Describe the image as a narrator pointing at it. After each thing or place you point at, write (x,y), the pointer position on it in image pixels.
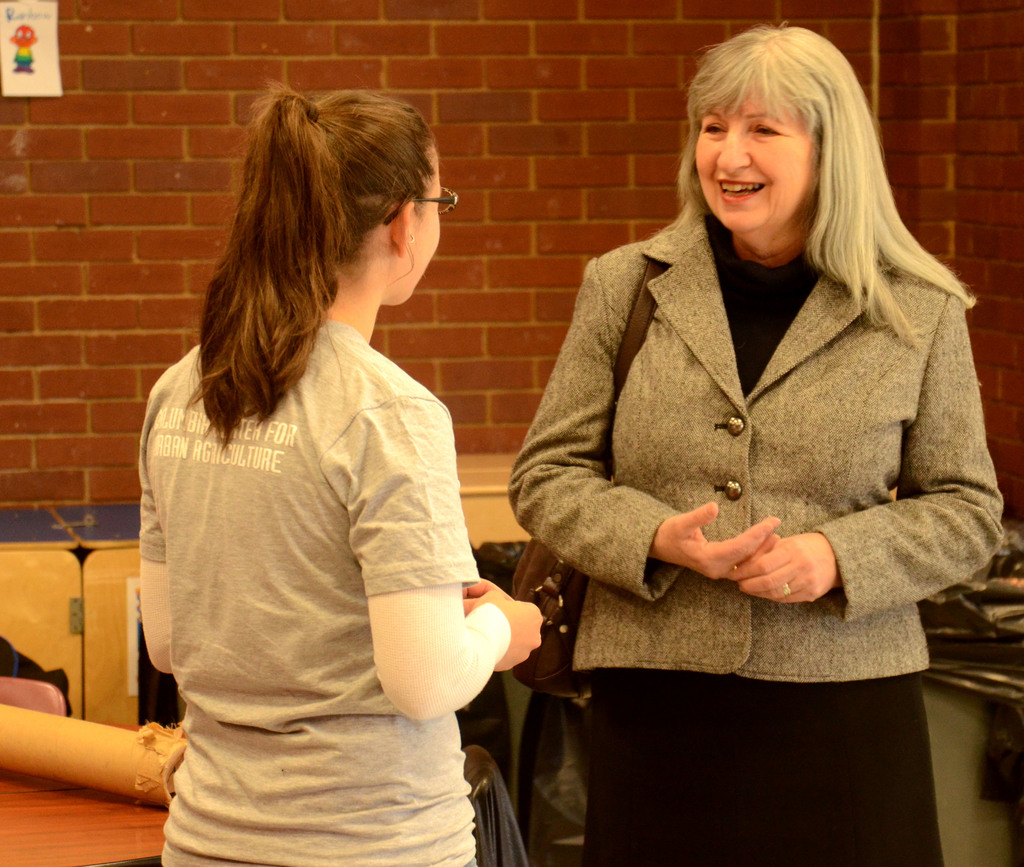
In this image in the foreground (385,459) there are two women (600,372) behind them there is a wall (224,51), in front of the wall (0,469) maybe there are tables (8,795), some other objects (52,667) visible in the background (59,546).
